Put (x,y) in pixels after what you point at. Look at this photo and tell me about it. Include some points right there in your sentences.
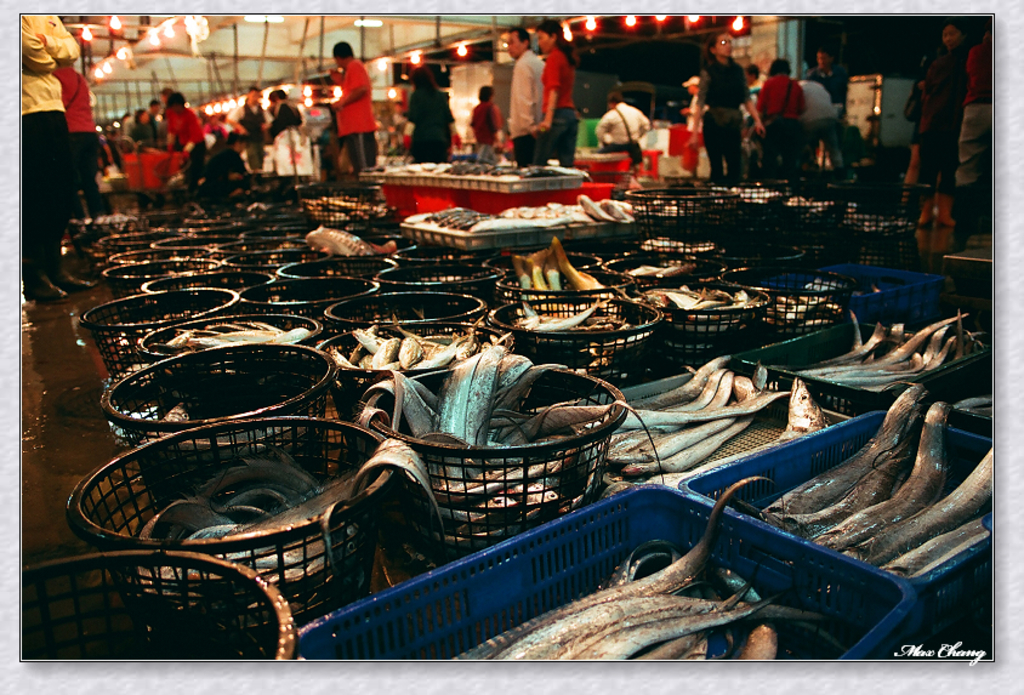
In this image we can see many fishes (681,297) in the baskets (291,366). In the background (489,122) there are many people (349,129). Also there are lights (506,42).
